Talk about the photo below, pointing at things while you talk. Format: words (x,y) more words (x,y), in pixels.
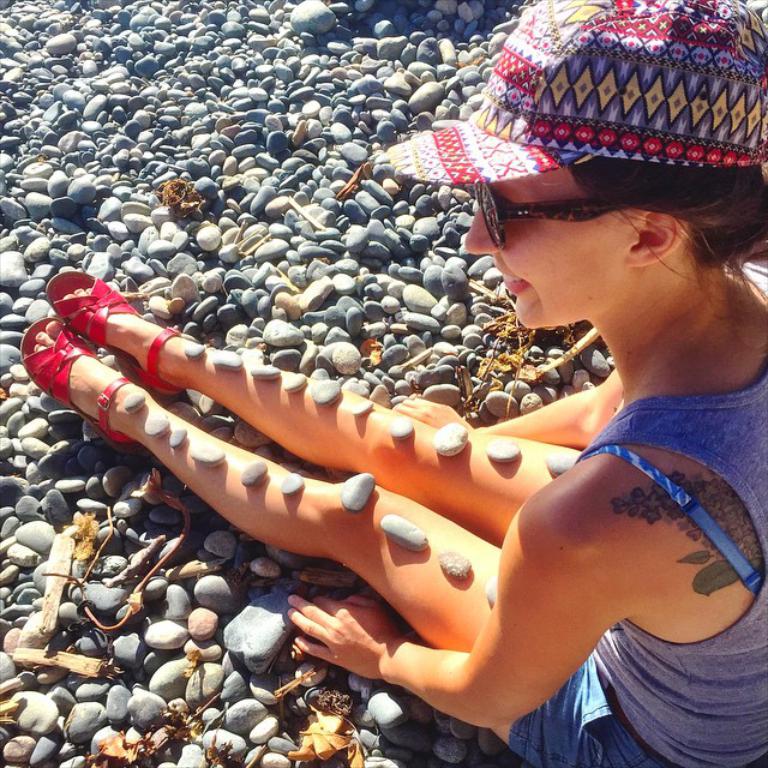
In this image on the right side (580,412) there is one woman (559,634) who is sitting, and on her there are some stones (297,481) and at the bottom (245,646) there are some small stones (374,290).
